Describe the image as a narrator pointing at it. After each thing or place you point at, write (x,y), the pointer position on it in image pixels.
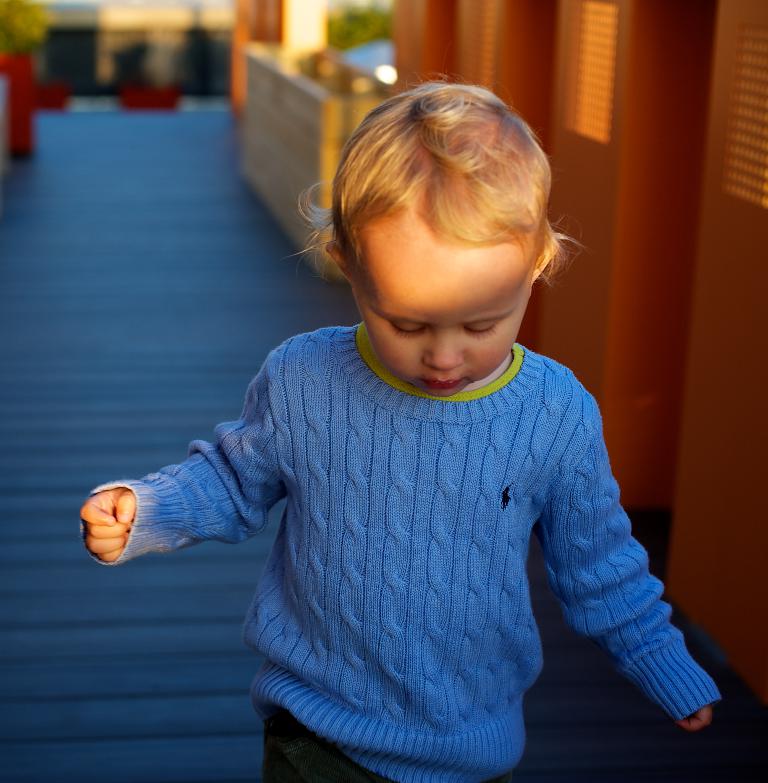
In foreground (376,698) we have small boy (365,699) wearing blue color sweater (440,528) and he is looking towards down. The floor (106,477) is in blue color. The background (197,16) is in blur. On the right side (697,355) the wall (679,350) is in orange color.
